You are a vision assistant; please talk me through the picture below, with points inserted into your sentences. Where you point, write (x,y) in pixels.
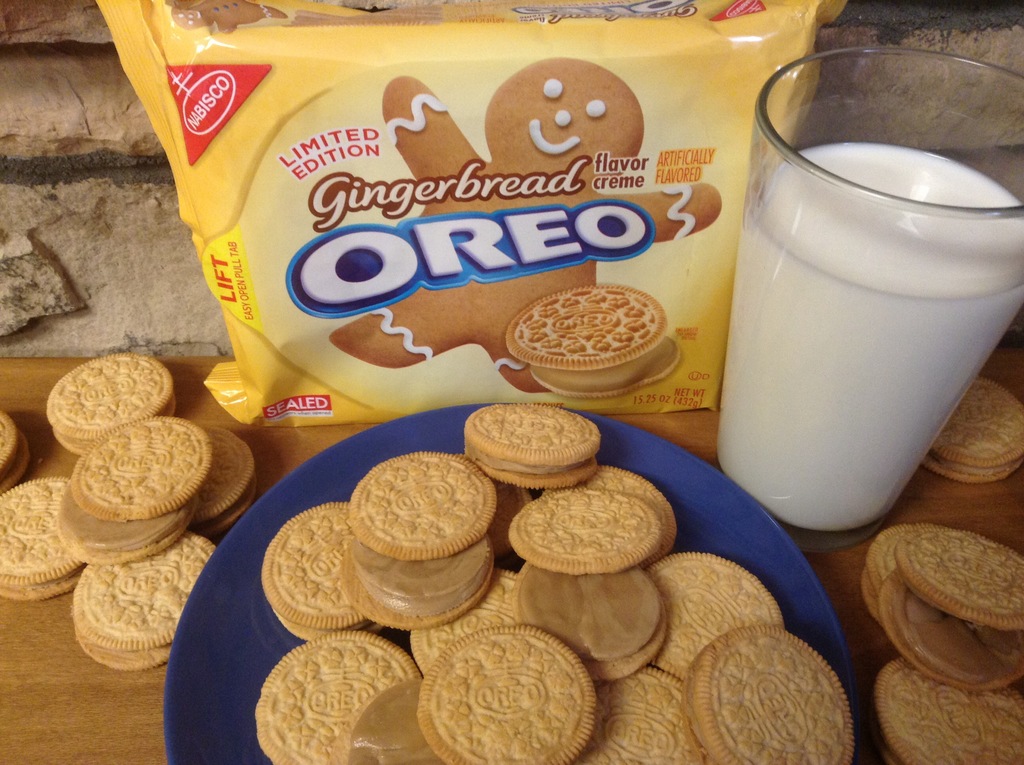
In this image, we can see biscuits (339,516) and at the right side (822,338) there is a glass (830,306) which contains milk (861,309), we can see a biscuit packet (426,256).
